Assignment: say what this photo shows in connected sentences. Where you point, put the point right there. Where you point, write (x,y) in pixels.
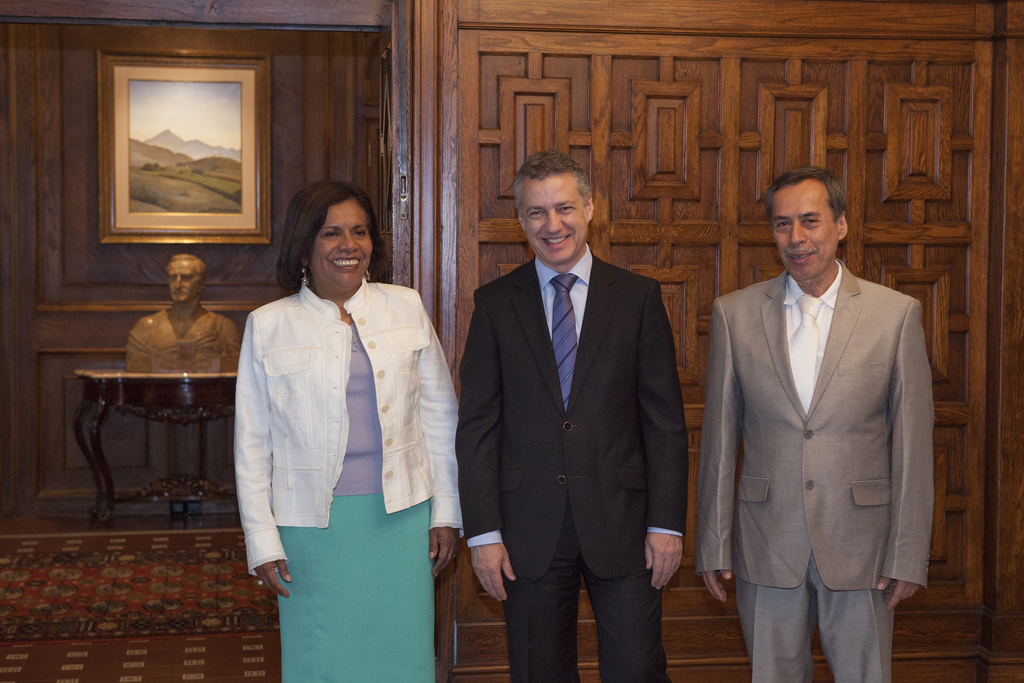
In the foreground of the picture (658,442) there are two men (796,492) and a woman (404,390). On the left (201,275) there are statue (163,349), desk (146,387) and a frame (212,132). In the background (1020,115) there is wooden wall (612,128).
